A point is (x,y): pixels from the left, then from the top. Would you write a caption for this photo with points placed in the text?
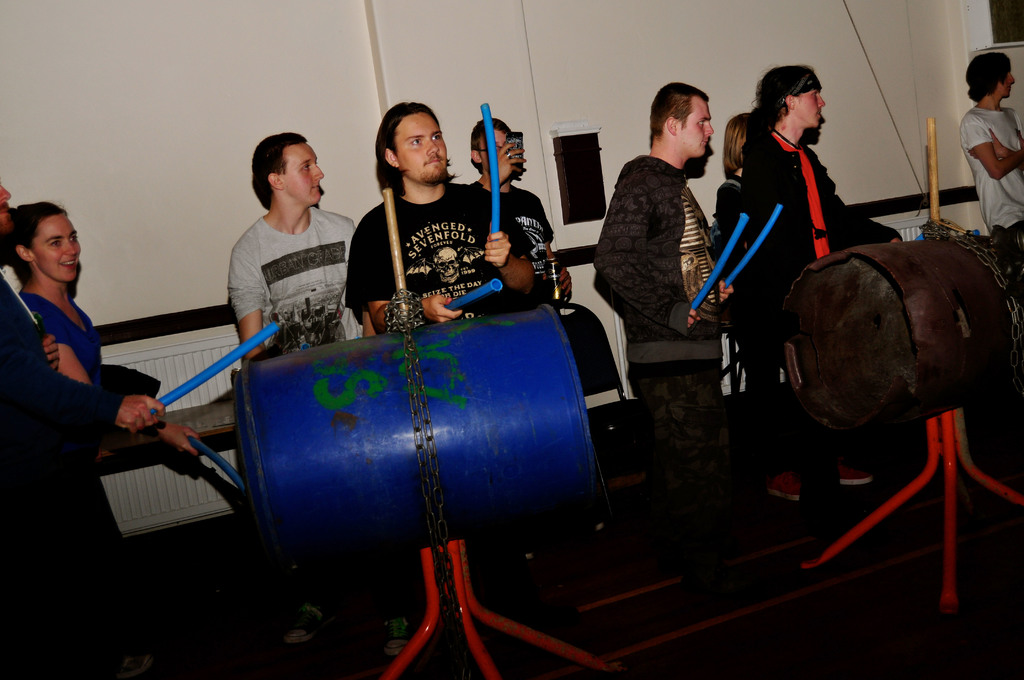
There are people (539,266) standing and these people (507,249) holding sticks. We can see barrels (981,300) with chains (973,243) and stands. In the background (803,55) we can see wall (843,67), chairs (621,422) and window (1016,3).
